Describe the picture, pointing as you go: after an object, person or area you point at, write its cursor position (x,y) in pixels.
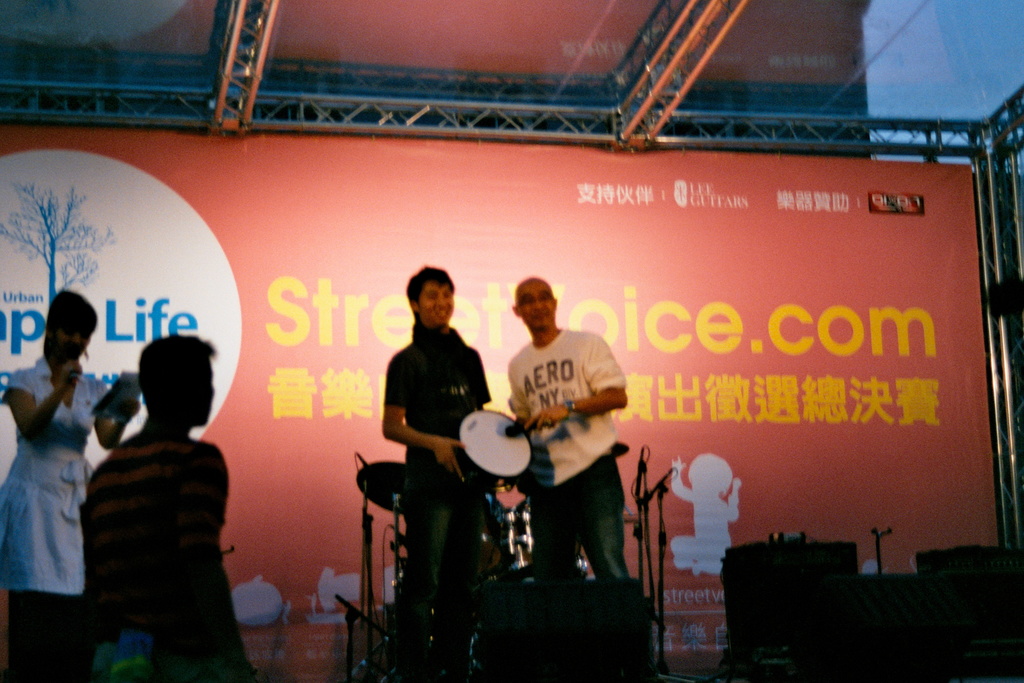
Two men (451,419) are standing. One man (457,440) is holding drum (479,466) the other man (553,391) is holding mic (516,430). To the left side (61,418) corner there is a lady (66,413) standing. She is holding a mic (73,370) in one hand (66,381) and in the other hand (106,405) she is holding a paper (126,389). The other man (153,567) is standing. Behind them there is a poster (563,263).
